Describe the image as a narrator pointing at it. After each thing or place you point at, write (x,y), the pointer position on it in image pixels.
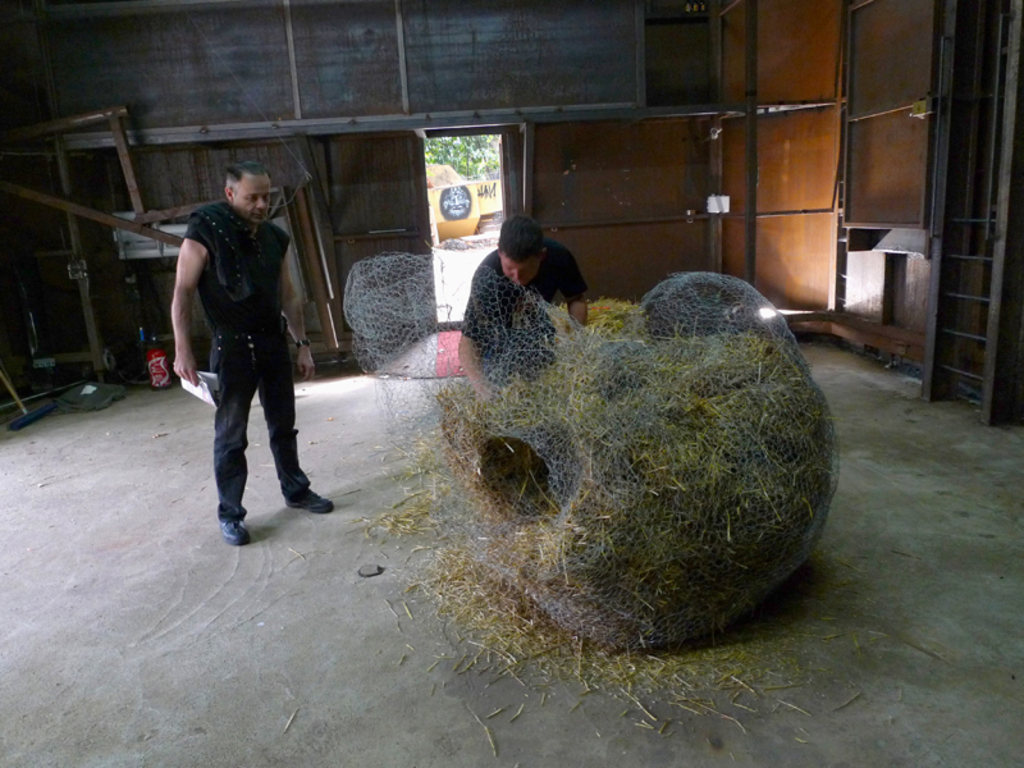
In this image I can see the ground (220,606), a huge net (656,445) with some grass (675,452) in it and two persons (464,350) wearing black colored dresses (250,294) are standing. In the background (349,64) I can see the wall (98,267), few other objects (83,264), the door (474,204) and through the door (470,174) I can see few trees (474,155), the yellow colored object (464,187) and the ground (446,245).
